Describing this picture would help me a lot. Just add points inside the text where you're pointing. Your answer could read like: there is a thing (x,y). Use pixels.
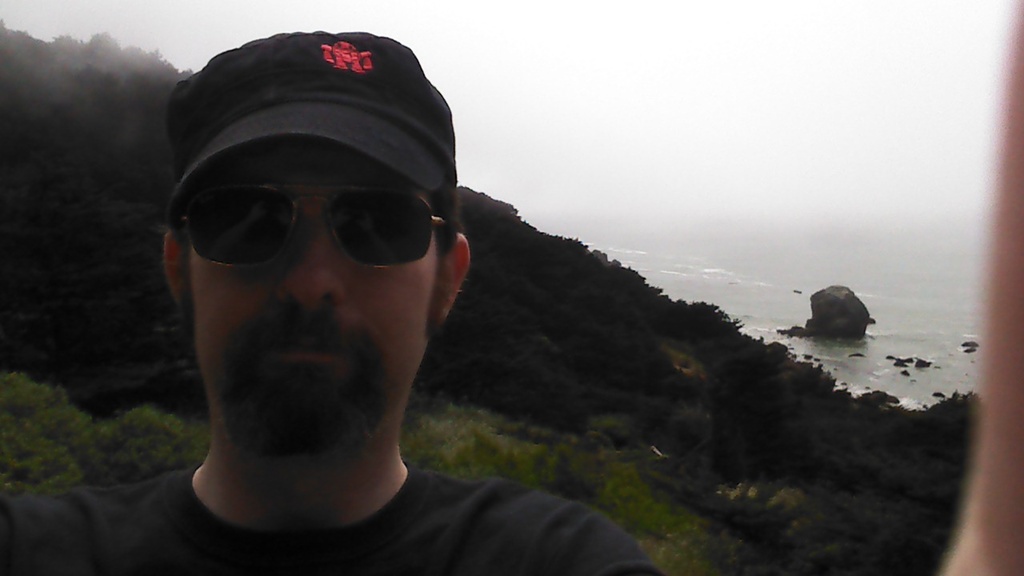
In this image in the front (297,298) there is a man (331,368) wearing goggles (321,193) and wearing a black colour hat (328,120). In the background (479,272) there are trees (667,372) and there is water (918,321) and there are stones (856,296) and the sky (697,151) is cloudy.
